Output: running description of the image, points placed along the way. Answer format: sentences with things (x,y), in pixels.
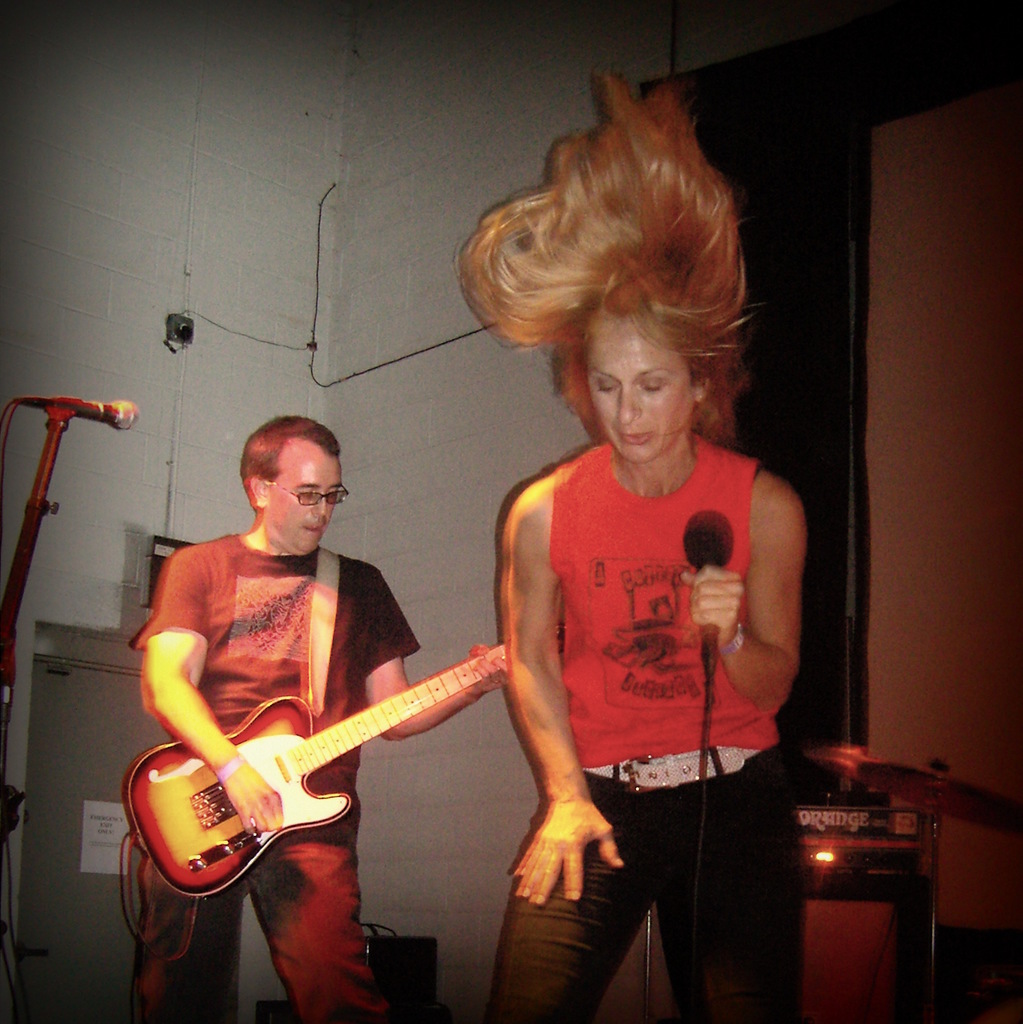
On the right side of the image (749,846) we can see a woman (676,461) standing and holding a mic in her hands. On the left side of the image (265,815) we can see a man (325,712) holding a guitar (300,764) in his hands (266,827) and playing it. In the background (865,846) we can see an amplifier (886,847) and a cymbal (857,766).
